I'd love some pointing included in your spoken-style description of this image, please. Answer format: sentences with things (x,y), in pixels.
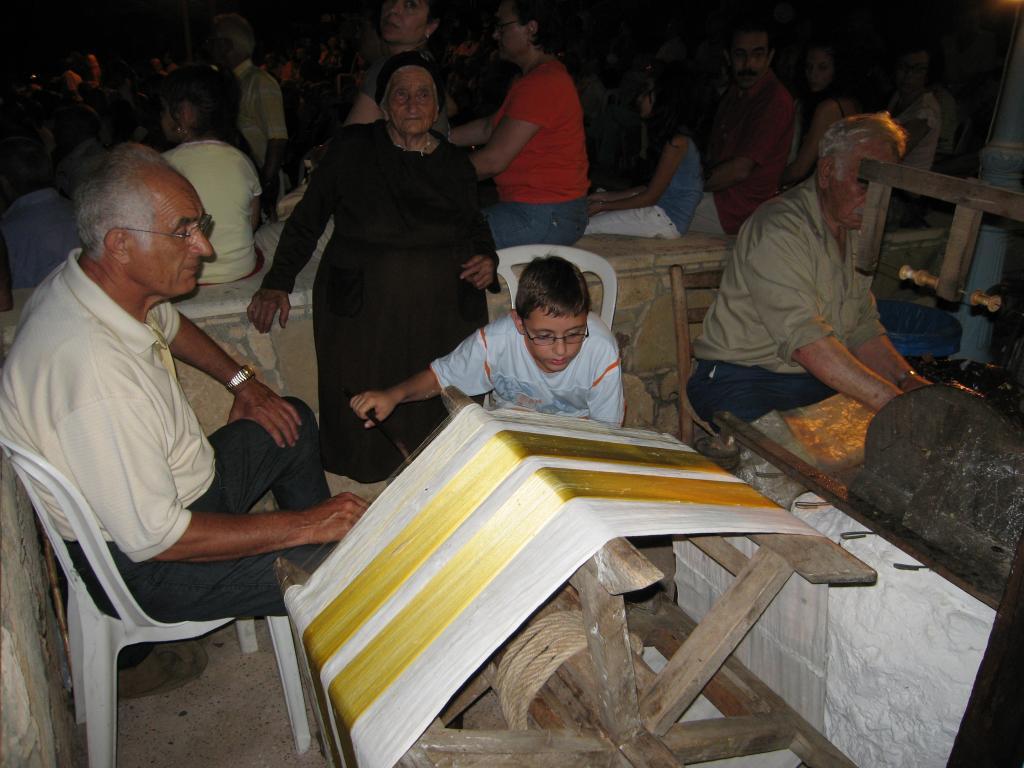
In the foreground (406,711) we can see a cloth (658,515) on a machine (624,677) which is made with wood (658,696). We can also see a rope (543,662) tied to it and some people (235,603) sitting on the chairs (276,633). On the backside (237,262) we can see a group of people (351,282) and some children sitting on the surface (283,365).
